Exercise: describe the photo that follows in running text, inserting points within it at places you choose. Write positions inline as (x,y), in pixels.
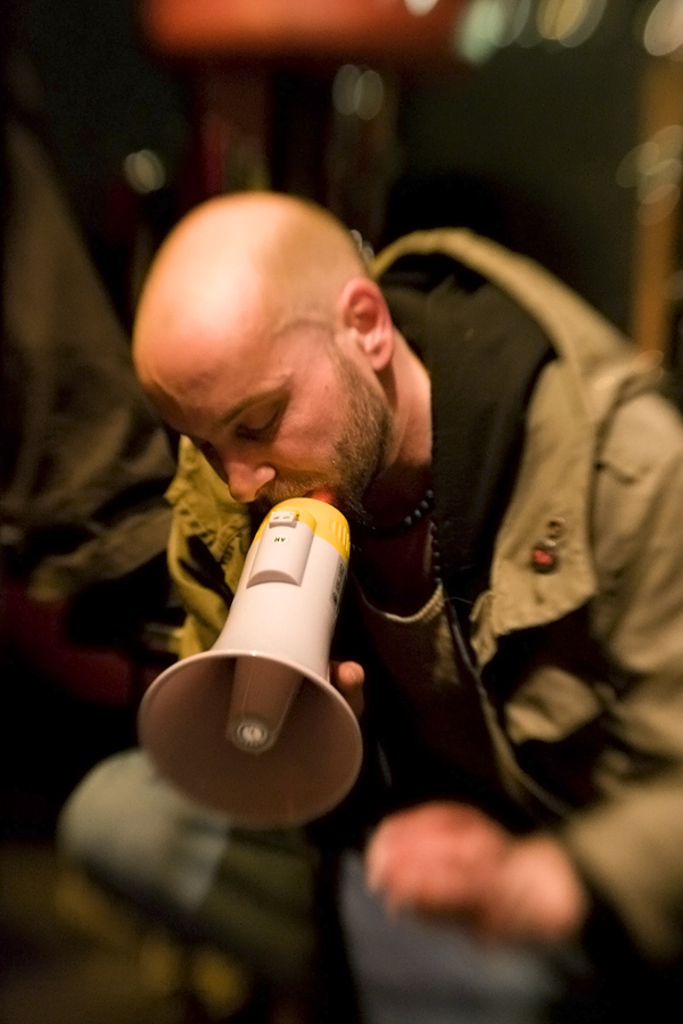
In the center of the image (312,367) there is a person (357,962) holding a megaphone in his hand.
